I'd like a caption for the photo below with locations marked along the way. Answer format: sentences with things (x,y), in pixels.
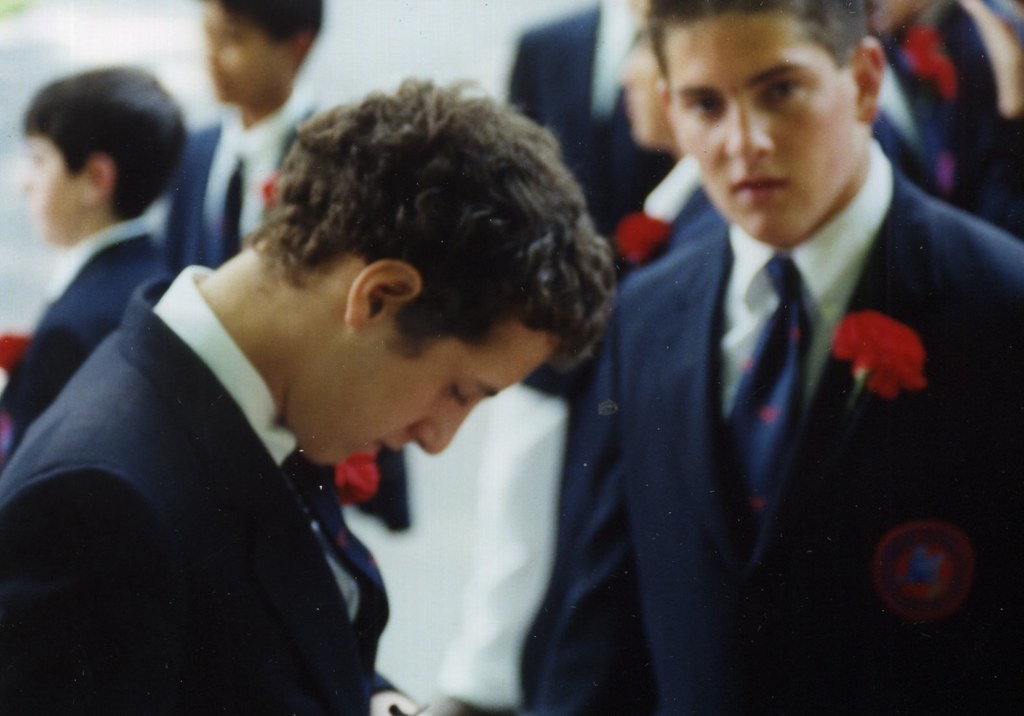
In this picture I can see few people (594,357) standing and they wore coats (531,713) and ties (784,344) and I can see flowers (902,367) on their coats (837,399).
